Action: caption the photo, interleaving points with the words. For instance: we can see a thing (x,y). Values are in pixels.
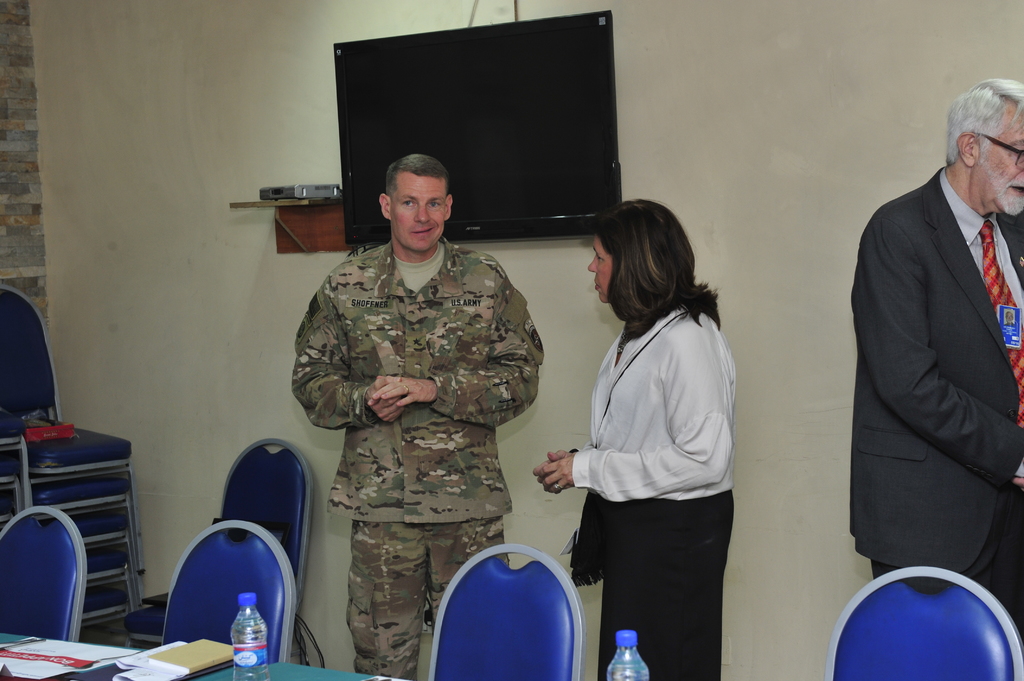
As we can see in the image there are three people (383,433) who are standing and at the back (419,103) there is a tv screen (541,115) and in front (56,570) there are chairs (263,612) and table (164,677) on which there are water bottles (257,641) kept.
